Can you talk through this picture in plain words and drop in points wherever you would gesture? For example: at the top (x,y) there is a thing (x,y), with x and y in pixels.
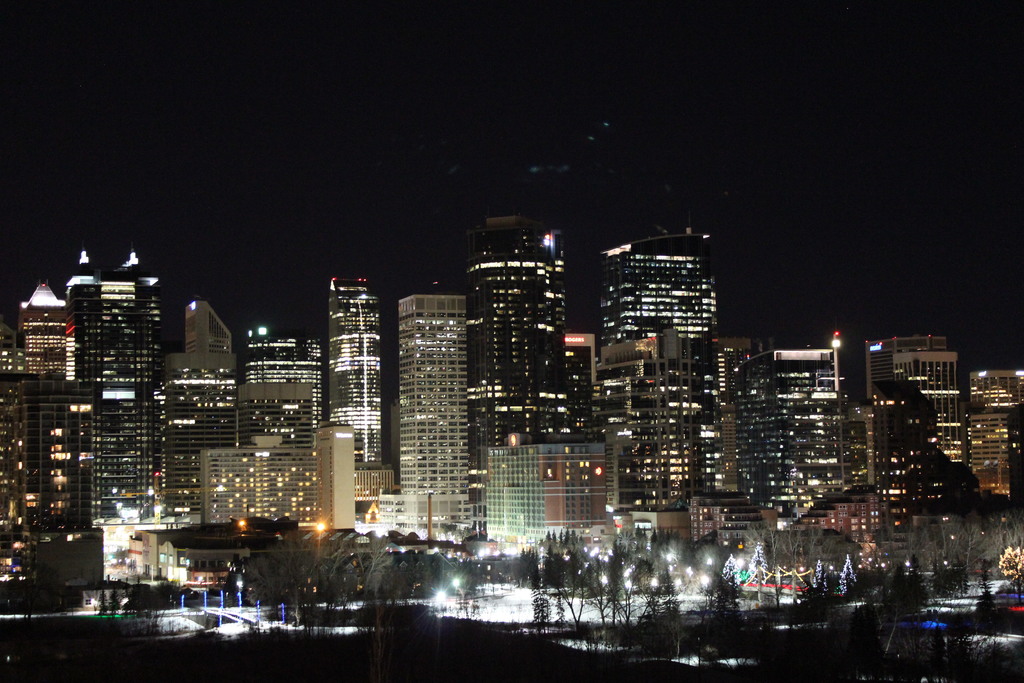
In this image in the center (520,449) there are some buildings (588,536), trees (561,580), poles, lights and some water (75,625). At the top (462,141) there is sky (723,181).
